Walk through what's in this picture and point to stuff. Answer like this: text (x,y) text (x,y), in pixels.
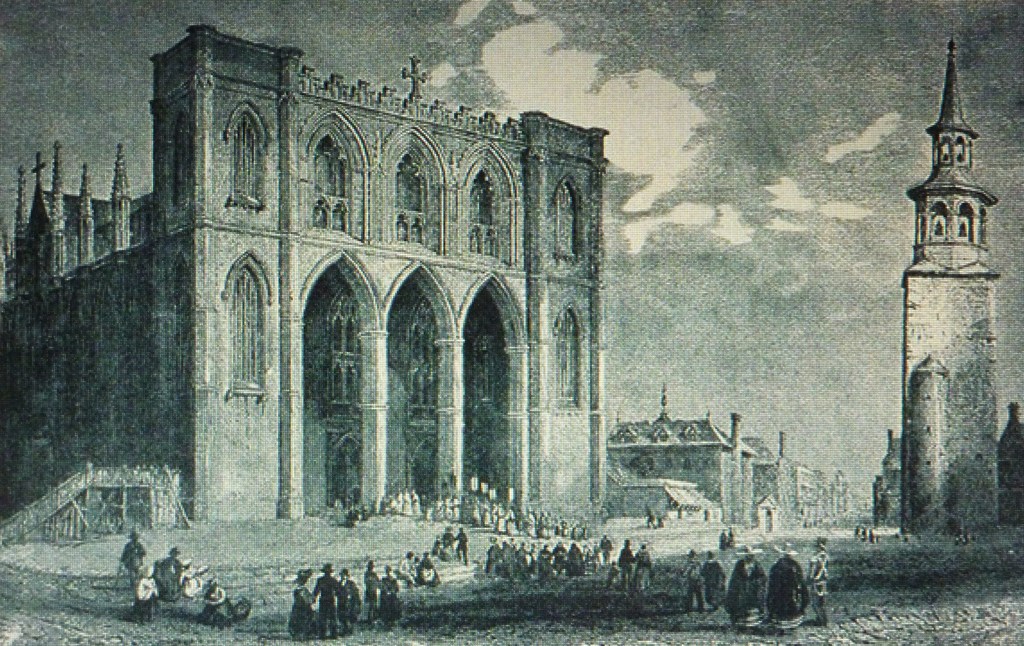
At the bottom of the image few people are standing. Behind them there are some buildings (412,157). At the top of the image (20,89) there are some clouds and sky (935,32).
